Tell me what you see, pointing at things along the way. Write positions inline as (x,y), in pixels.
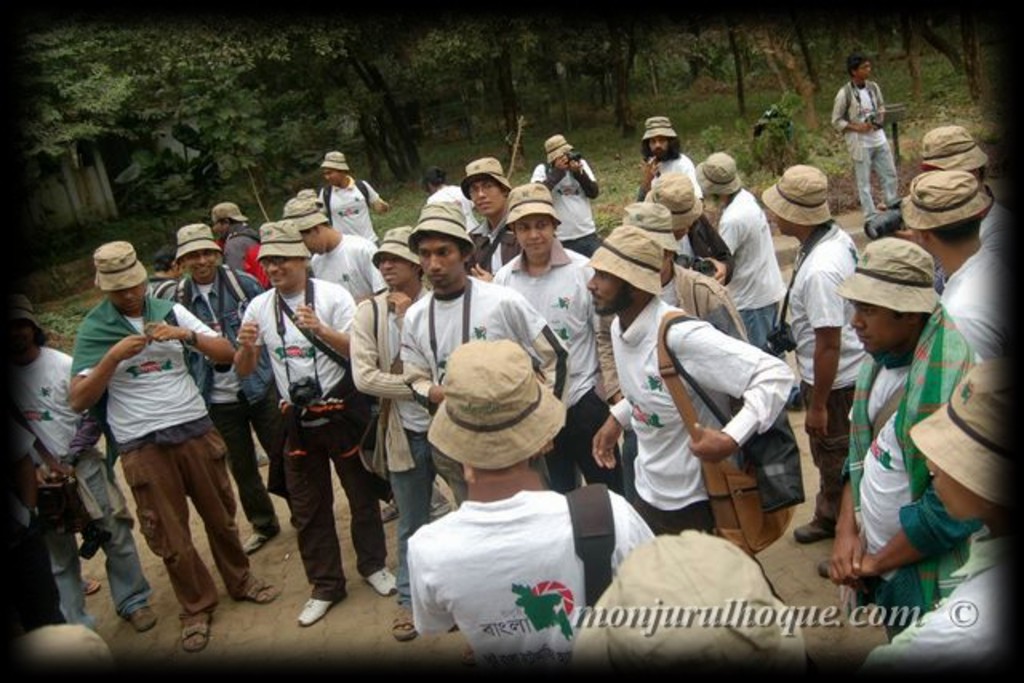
In this picture we can see a few people (337,546) wearing and holding objects (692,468) in their hands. These people (732,598) are standing on the path (835,593). We can see a few trees (268,110) and an object (109,207) in the background (72,205).
